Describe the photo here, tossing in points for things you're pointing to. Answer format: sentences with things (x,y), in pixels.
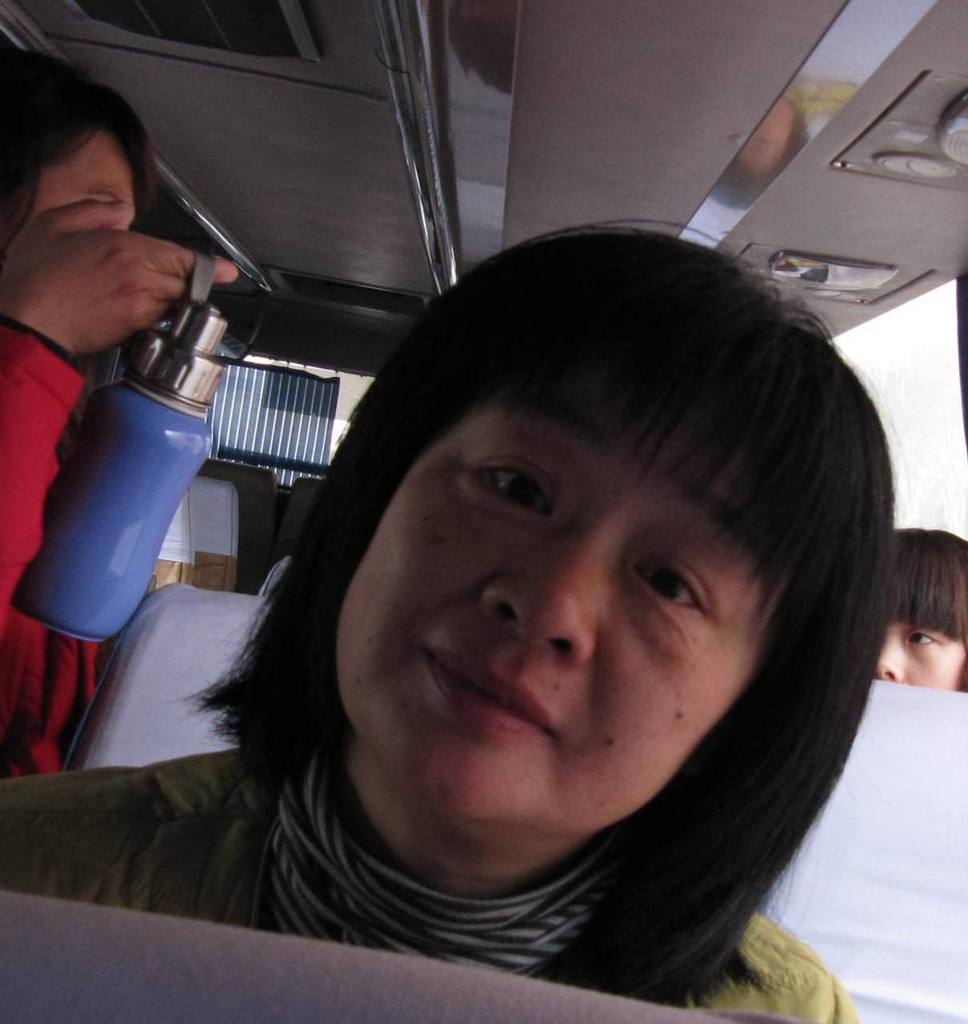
In this picture there is a woman (615,819) who is sitting on the bus seat (858,921). On the left (42,104) there is a woman (125,156) who is wearing red t-shirt (51,461) and holding a water bottle (118,420). On the right (938,534) I can see another woman (927,632) who is sitting near to the window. On the top right corner (822,284) I can see the lights (853,275). In the back (305,448) I can see the bus rear window (257,414).
